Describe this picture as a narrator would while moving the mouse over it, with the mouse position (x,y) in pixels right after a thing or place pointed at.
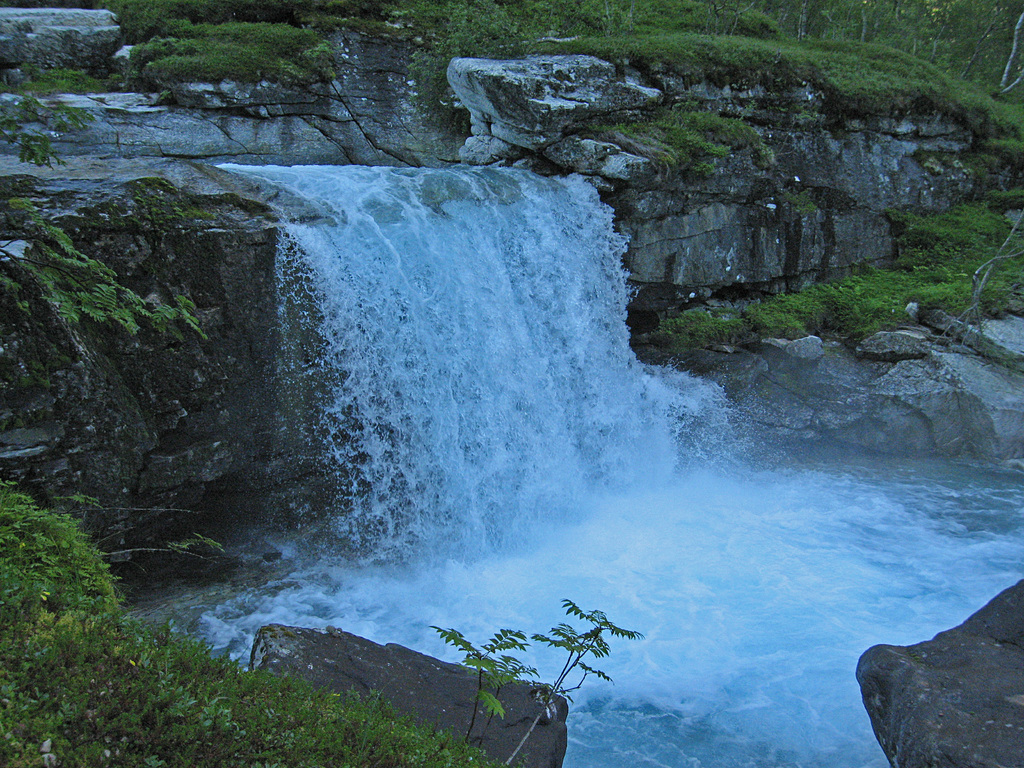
In this picture we can see a waterfall (388,258) flowing from the mountains (194,231) surrounded by grass (689,65) and trees (34,145).
